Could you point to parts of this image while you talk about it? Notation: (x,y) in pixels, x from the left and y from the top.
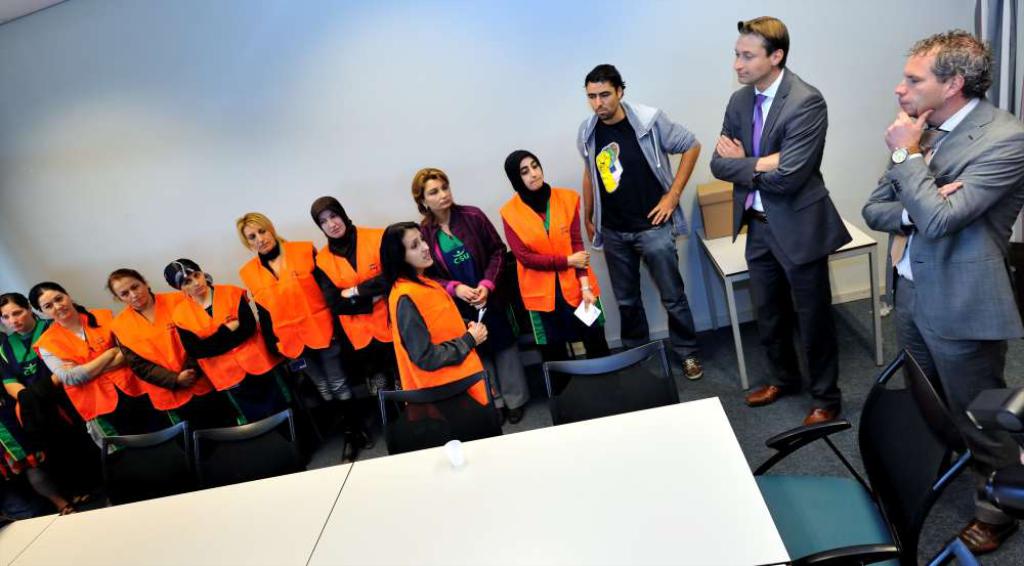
In the picture I can see few persons (640,218) standing on the floor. I can see two men (978,294) standing on the right side (804,167) wearing a suit (986,126) and tie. I can see women (241,223) in the picture wearing the safety jackets (532,303). I can see the tables (498,471) and chairs (277,418) on the floor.
